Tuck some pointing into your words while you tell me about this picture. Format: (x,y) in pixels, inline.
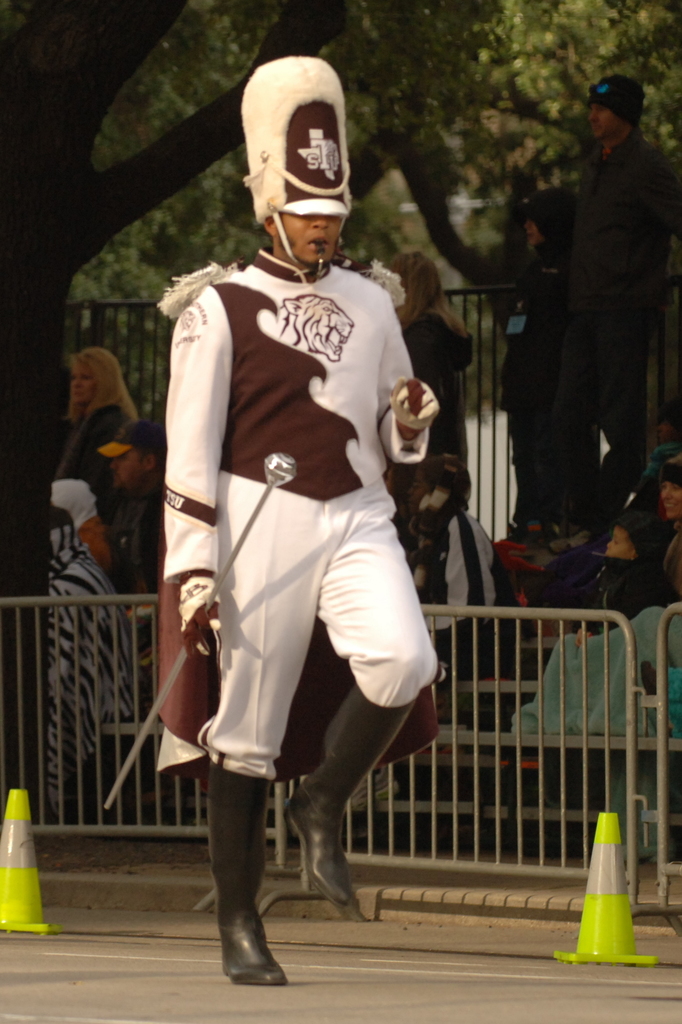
In this image it seems like there is a drum major (279,581) who is walking on the road (325,947) by holding the baton (176,666). On the road (387,987) there are two safety cones (590,952). Beside him there is a fence (476,840). In the background (555,412) there are few people (569,430) standing beside the trees (120,186).
